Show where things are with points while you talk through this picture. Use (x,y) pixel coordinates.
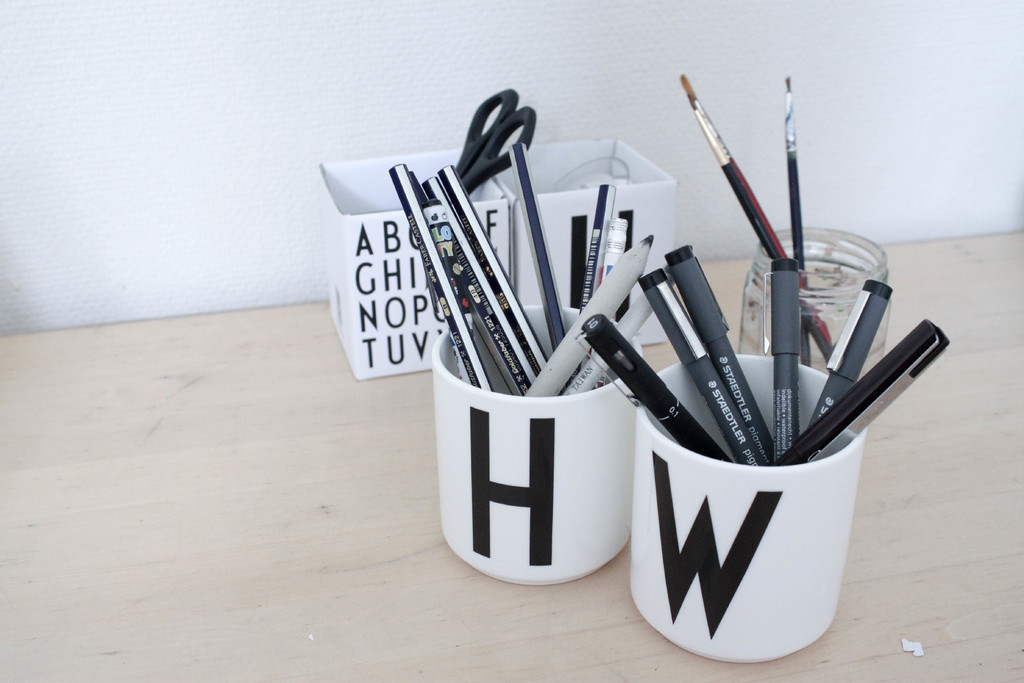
On this wooden surface (199,444) we can see a jar (837,297), cups (793,486), boxes (573,185), pens (830,365), pencils (466,255), scissors (489,98) and paint brushes (729,160). Background (761,145) there is a white wall (313,152).
